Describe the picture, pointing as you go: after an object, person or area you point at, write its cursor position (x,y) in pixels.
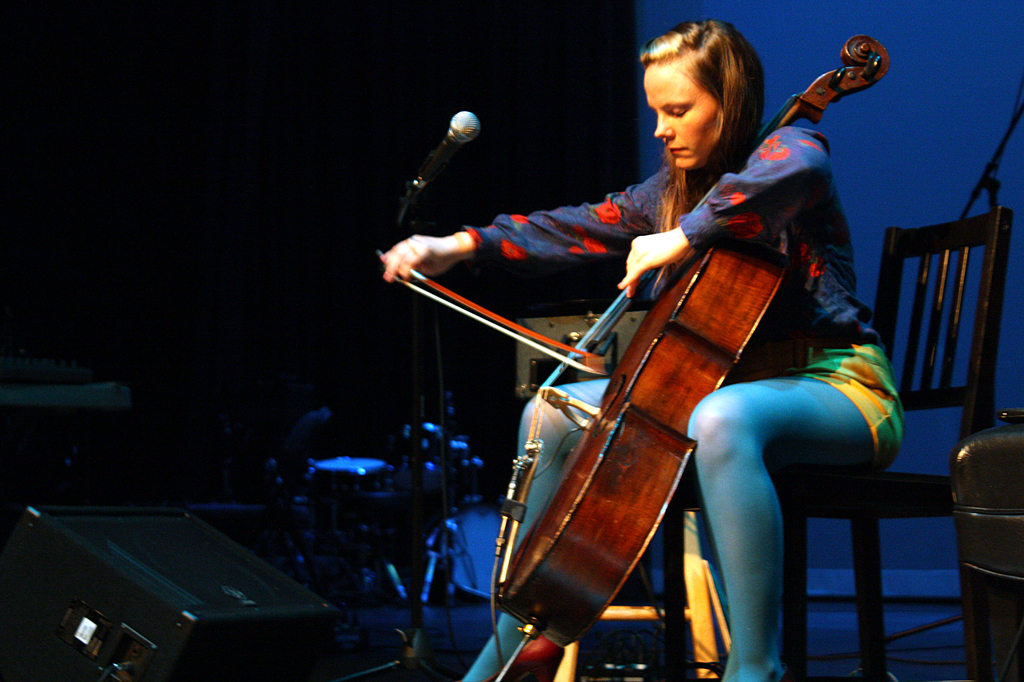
In this picture we can see a women (822,287) sitting on chair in front of a mike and playing cello (668,430).
